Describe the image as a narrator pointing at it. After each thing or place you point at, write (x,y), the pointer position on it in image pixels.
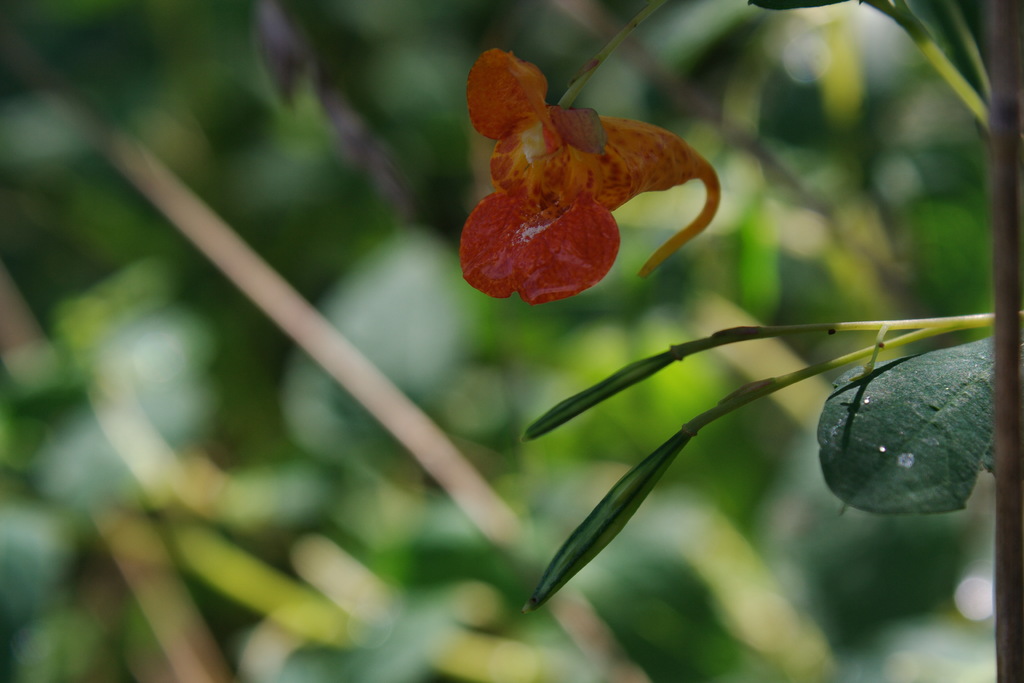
In this image there is a flower (627,196) and leaves (966,387), in the background (820,619) it is blurred.
